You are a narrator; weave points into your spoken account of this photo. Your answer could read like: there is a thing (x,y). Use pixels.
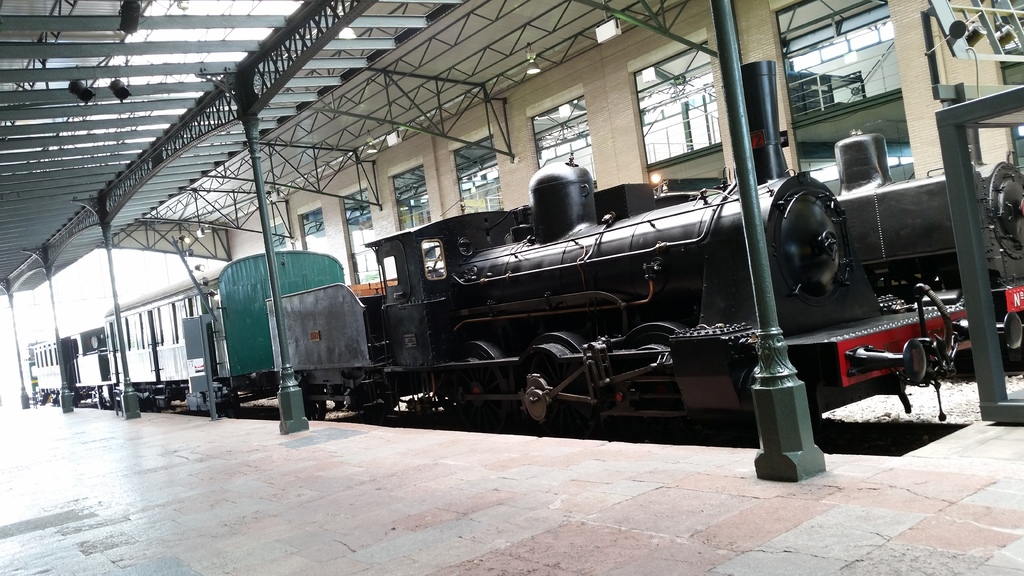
In this image I can see a train (708,373) on the track (653,435), pillars (294,379), windows (696,133) and a rooftop (39,182). This image is taken may be on the platform (684,482).
